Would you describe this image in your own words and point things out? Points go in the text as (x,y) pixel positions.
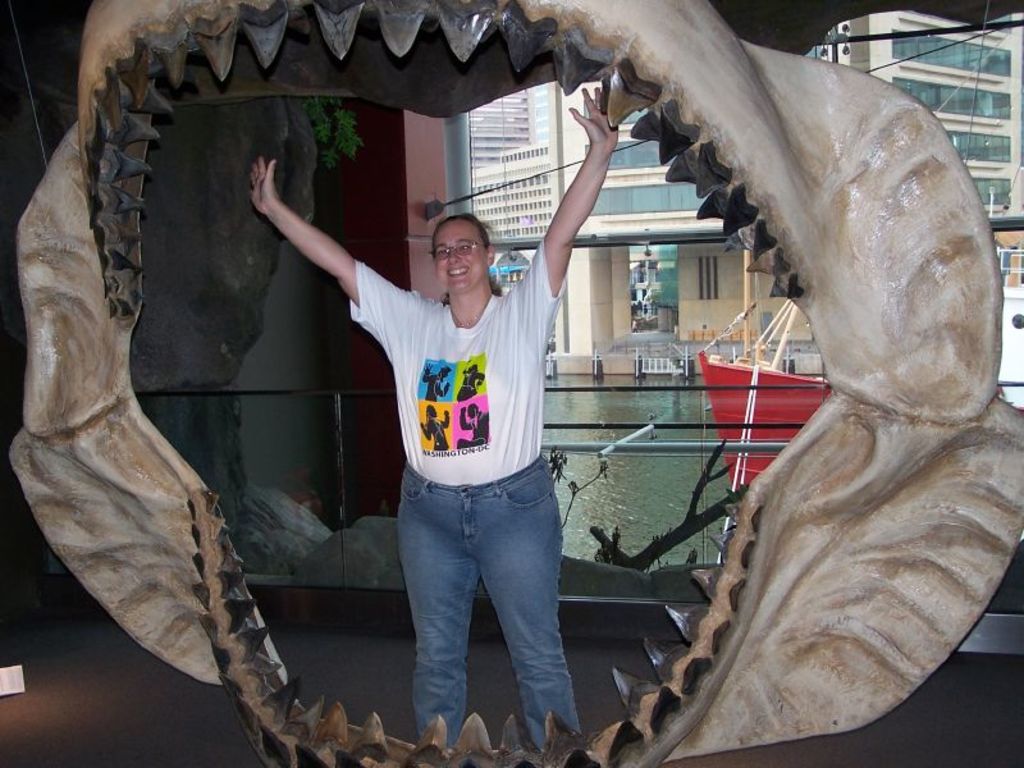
In the middle of this image (520,482), there is a woman (444,236) in a white color T-shirt (406,322), stretching both hands (589,122) up, smiling and standing in front of a mouth's skeleton (911,161), which is opened. In the background (609,394), there is a ship (1015,358) on the water (675,397) and there are buildings (509,122).
